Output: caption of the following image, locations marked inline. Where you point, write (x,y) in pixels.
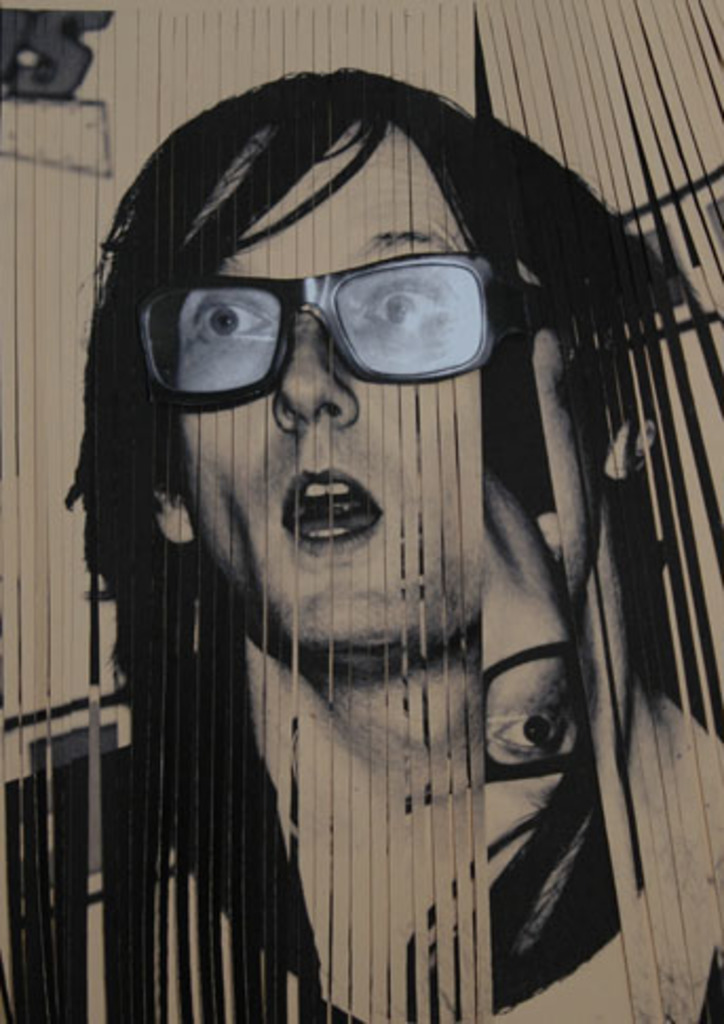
In this picture there is a white color object (632,23) seems to be the vertical window blind (361,353) and we can see the pictures (646,419) of persons (430,558) on the window blinds (207,190).
